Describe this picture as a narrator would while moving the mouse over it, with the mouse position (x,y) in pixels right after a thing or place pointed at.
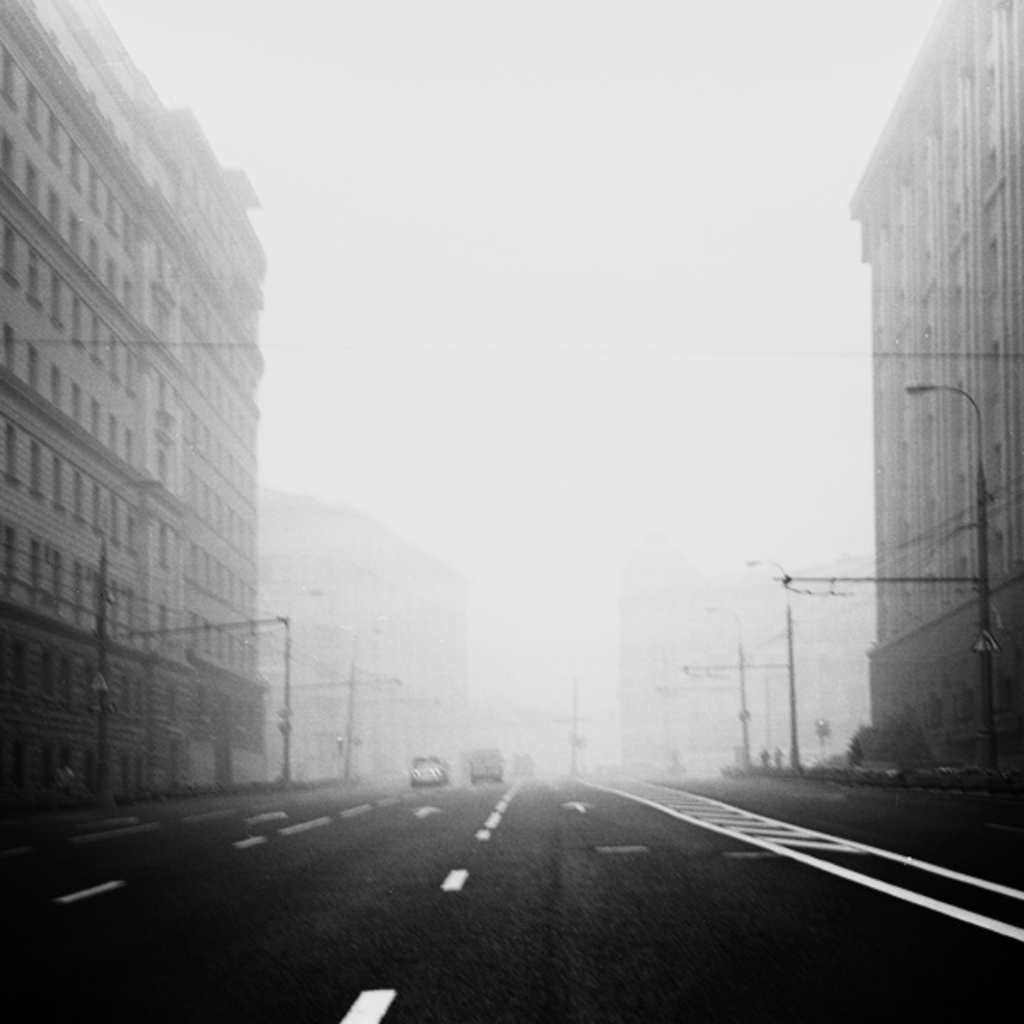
In the center of the image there are vehicles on the road (637,836). On both right and left side of the image (124,630) there are street lights (104,652), boards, buildings (254,658). In the background of the image (364,376) there is sky (592,178).
